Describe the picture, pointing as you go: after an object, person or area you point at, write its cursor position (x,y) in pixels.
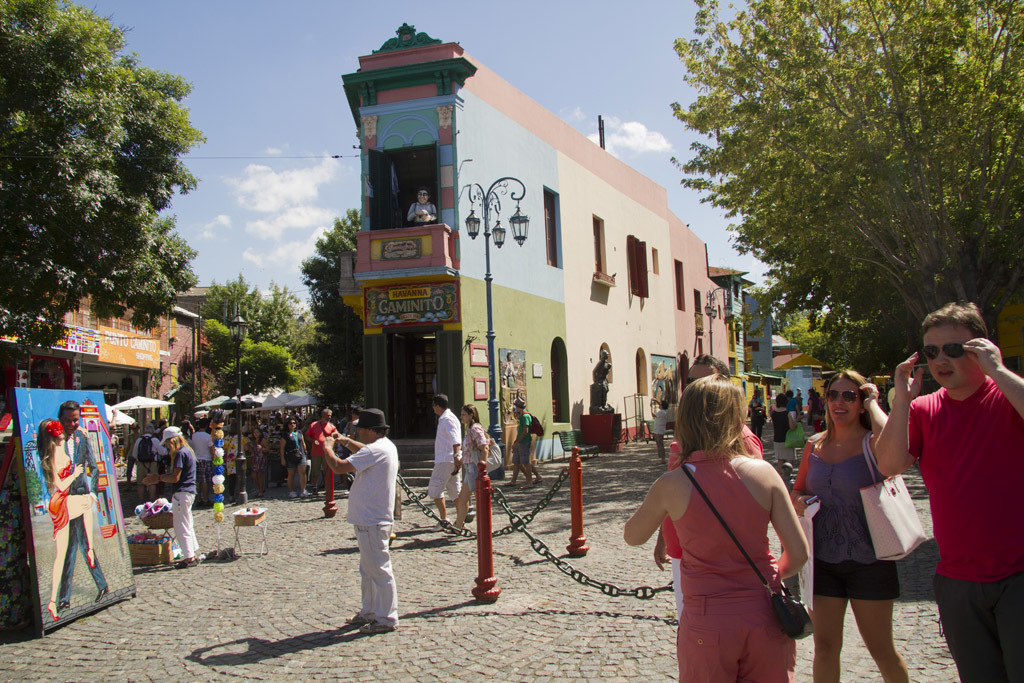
In this image, I can see few people (444,441) walking and few people (159,448) standing. These are the buildings (470,314) with the windows (641,242) and doors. I can see the street lights (524,216). On the left side of the image (82,592), It looks like a board (86,548) with a painting (86,534) on it. These are the trees (151,250). At the bottom of the image (490,559), I think these are the chain barriers (418,501). On the left side of the image (204,415), I can see the canopy tents (246,398), which are between the buildings (376,370). At the top of the image (303,58), I can see the clouds (274,203) in the sky (417,13).
